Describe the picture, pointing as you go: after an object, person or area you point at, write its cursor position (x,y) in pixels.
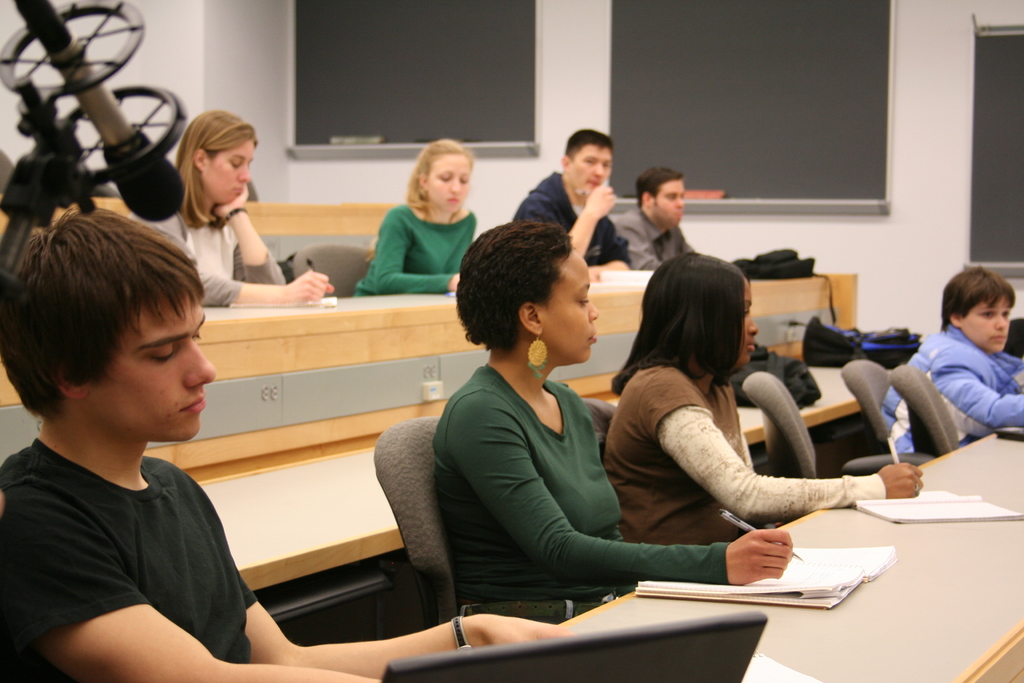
In this image I can see some people (66,281) sitting on the chairs (885,457). I can see the tables (993,636). In the top left corner (58,160), I can see the mike (114,148). In the background (651,111), I can see the black boards (483,101).
